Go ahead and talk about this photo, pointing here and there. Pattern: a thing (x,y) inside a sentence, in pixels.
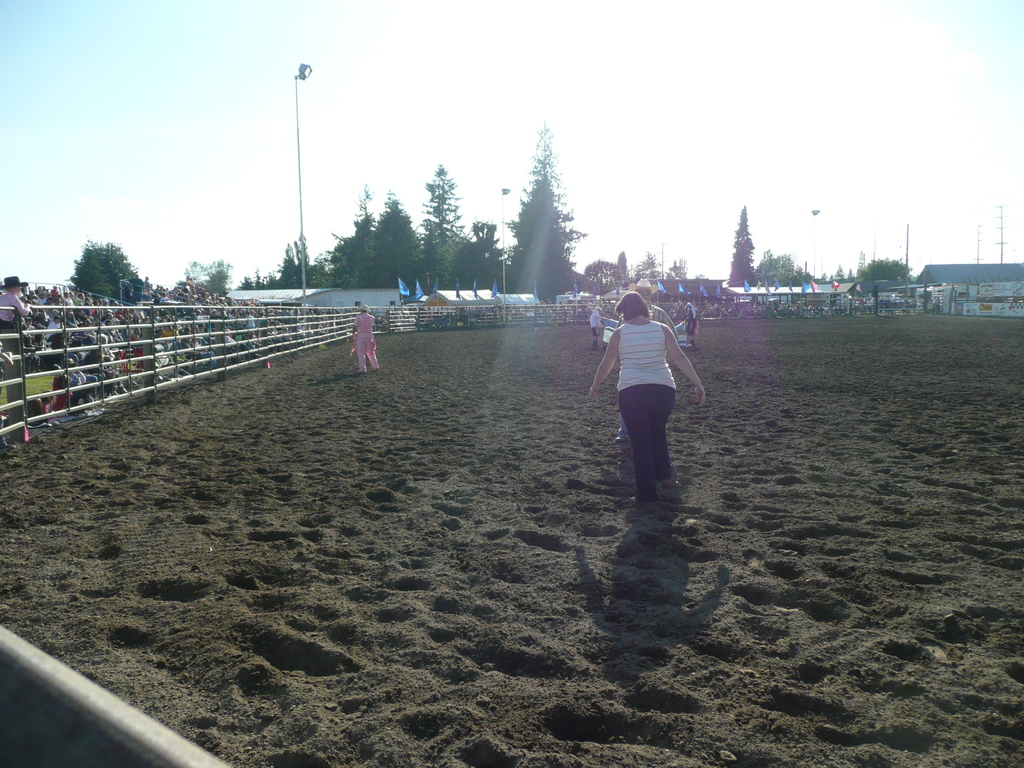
In the image I can see some people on the sand (531,449) and to the side there is a fencing (29,335) and also I can see some people (57,295), poles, trees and some houses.
